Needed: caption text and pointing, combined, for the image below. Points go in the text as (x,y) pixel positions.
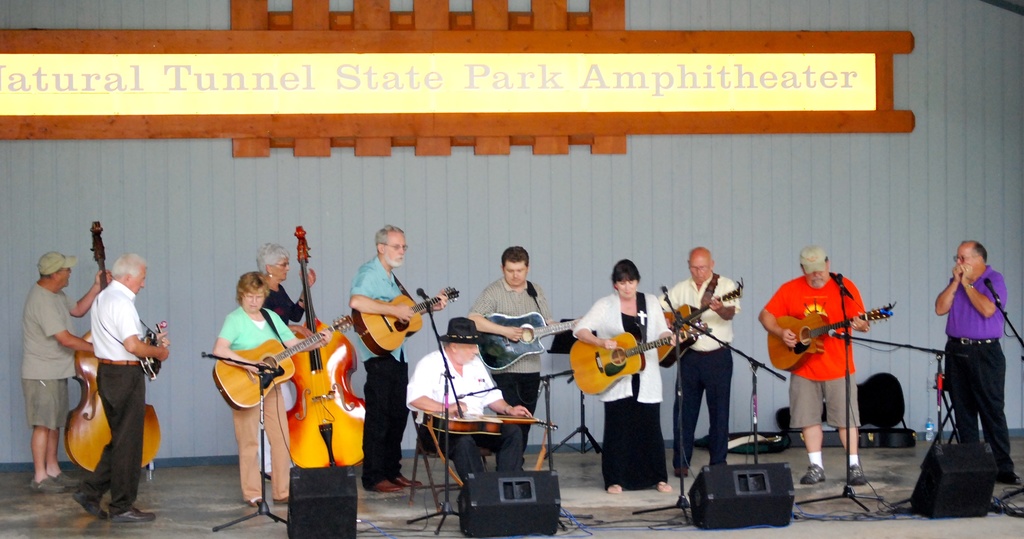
In this picture we can see a group of people (799,376) holding guitars (216,367) in their hands (157,356) and playing and some are holding basses (88,434) in their hands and they are singing on mics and in front of them we have speakers (330,513), wires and in background (449,169) we can see wall (116,207), name (825,64).
